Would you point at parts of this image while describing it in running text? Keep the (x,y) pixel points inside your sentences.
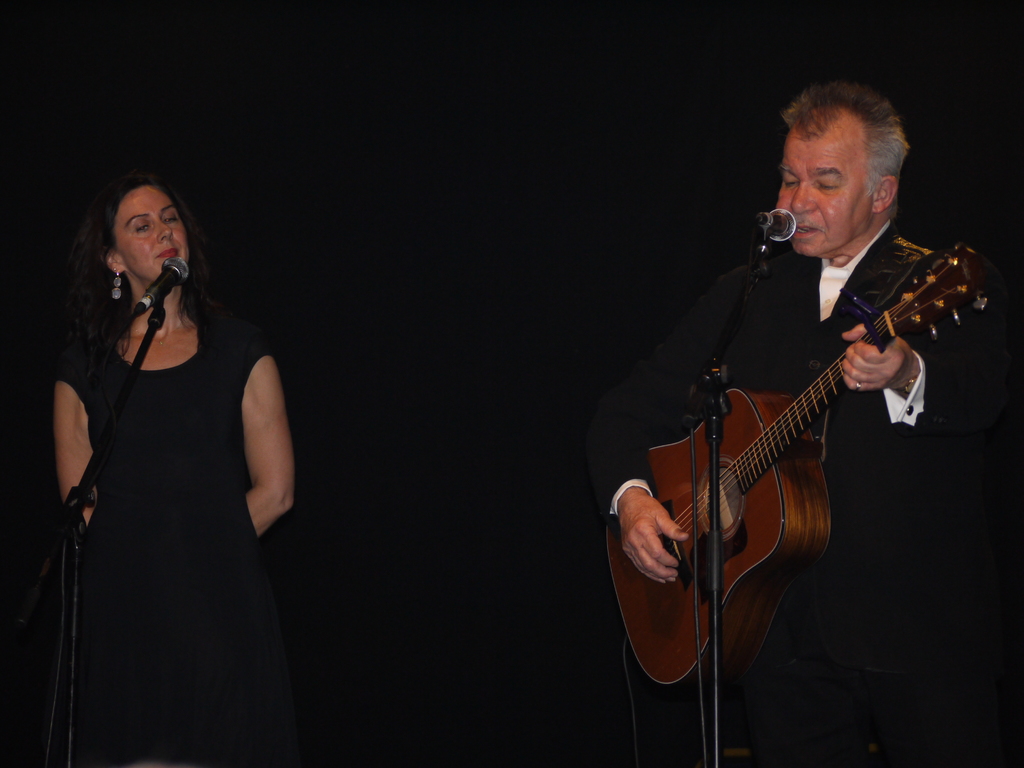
This picture shows a man (948,427) and woman (197,662) Standing and we see a man (915,428) playing guitar (692,612) and singing with the help of a microphone (769,214) and we see woman (168,361) standing with a microphone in front of her
